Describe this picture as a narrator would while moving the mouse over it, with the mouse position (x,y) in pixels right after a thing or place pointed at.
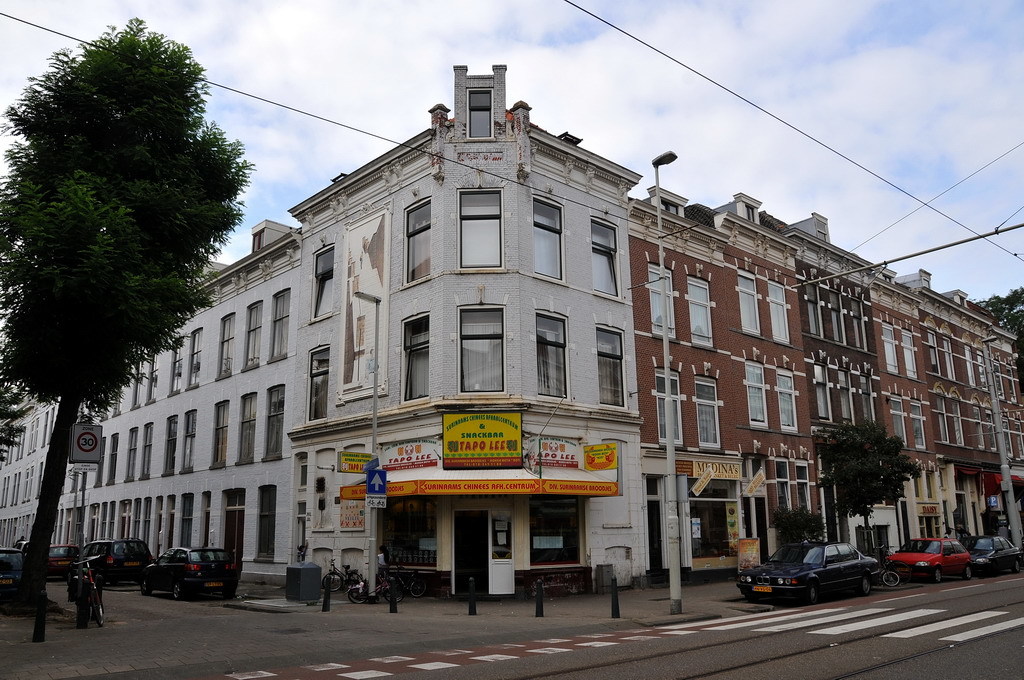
At the center of the image (525,419) there is a building (384,419), in front of the building (470,491) there are few vehicles (864,582) are on the road (165,605). On the left side of the image (126,133) there is a tree (45,277) and there are some cables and street lights (673,596). In the background (475,63) there is a sky (904,110).
